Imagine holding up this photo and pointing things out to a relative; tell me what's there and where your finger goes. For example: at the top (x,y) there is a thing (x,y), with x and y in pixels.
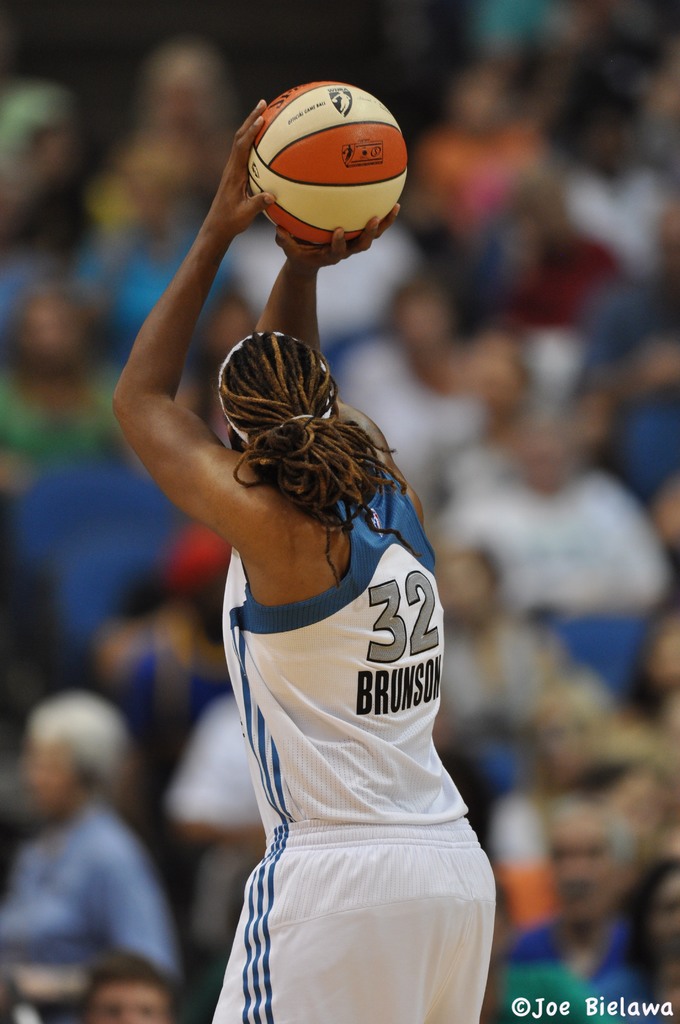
In this image there is a person (294,403) holding a basketball (265,188) in her hand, in front of the person (321,668) there are a few people (247,275).
